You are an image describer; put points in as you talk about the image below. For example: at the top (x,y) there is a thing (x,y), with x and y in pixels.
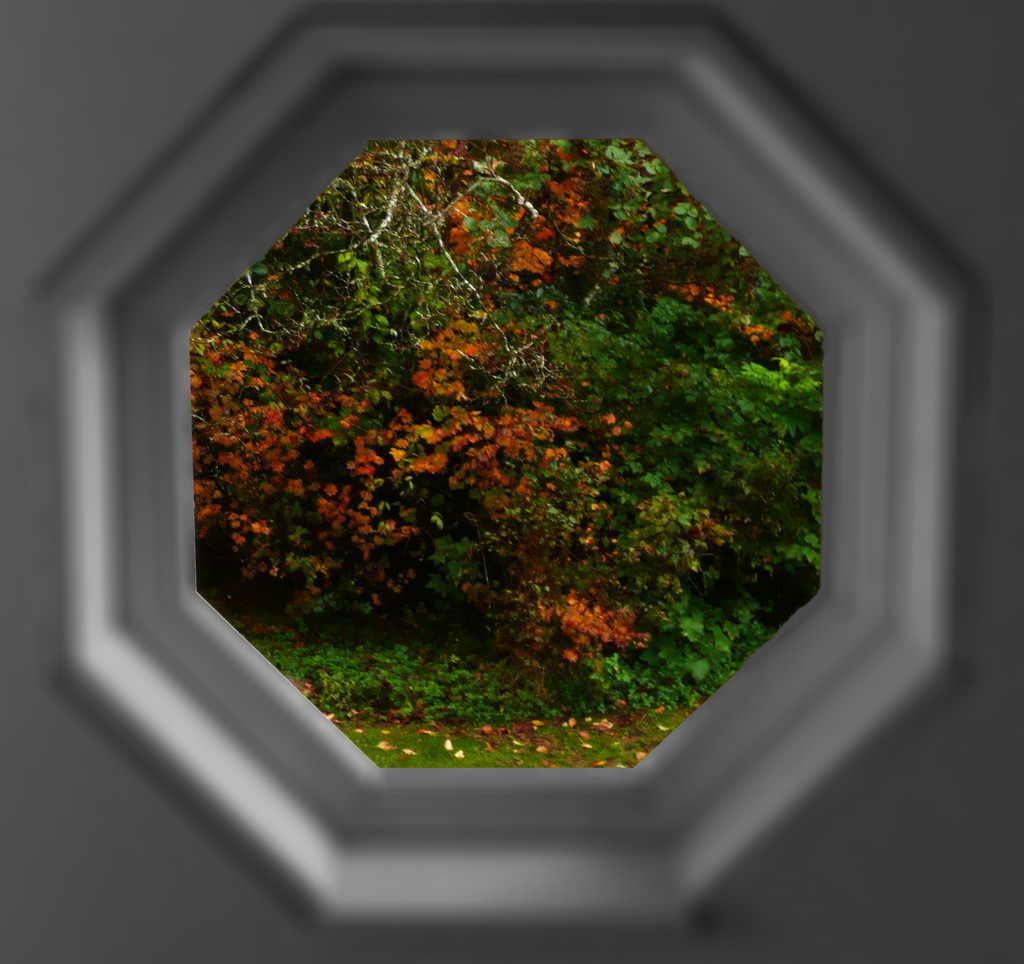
In this image, we can see some trees (571,398) and plants (537,656) through octagon (314,826).
